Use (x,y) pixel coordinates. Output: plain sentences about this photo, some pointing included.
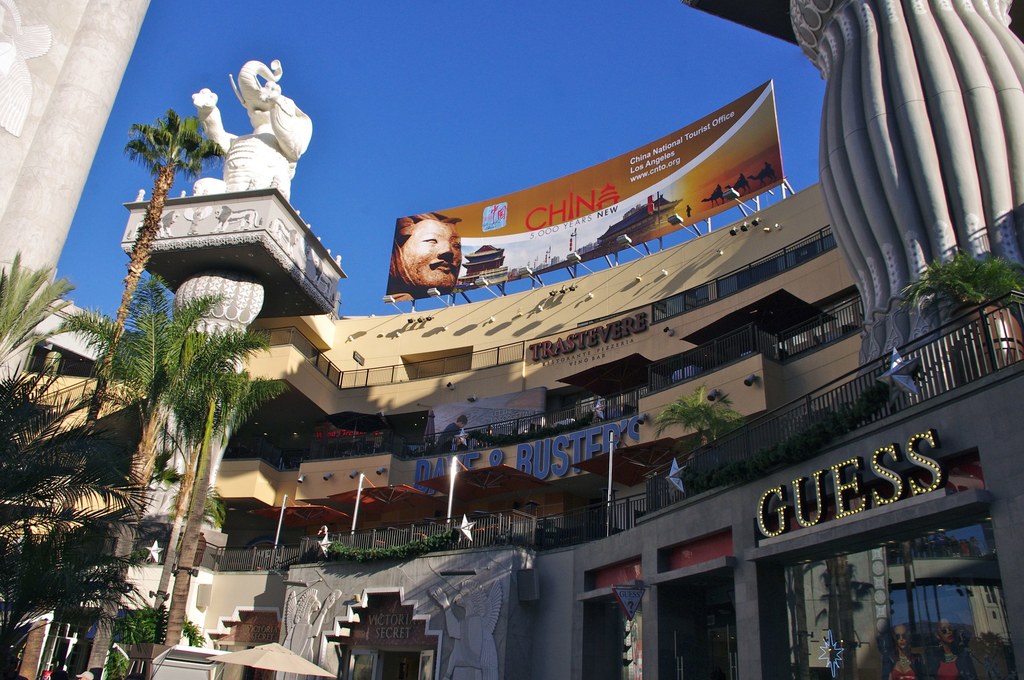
This image consists of buildings (701,530). To the left top (273,154), there is a sculpture (255,189) of an elephant (273,181). To the left (182,556), there are trees (71,605).
